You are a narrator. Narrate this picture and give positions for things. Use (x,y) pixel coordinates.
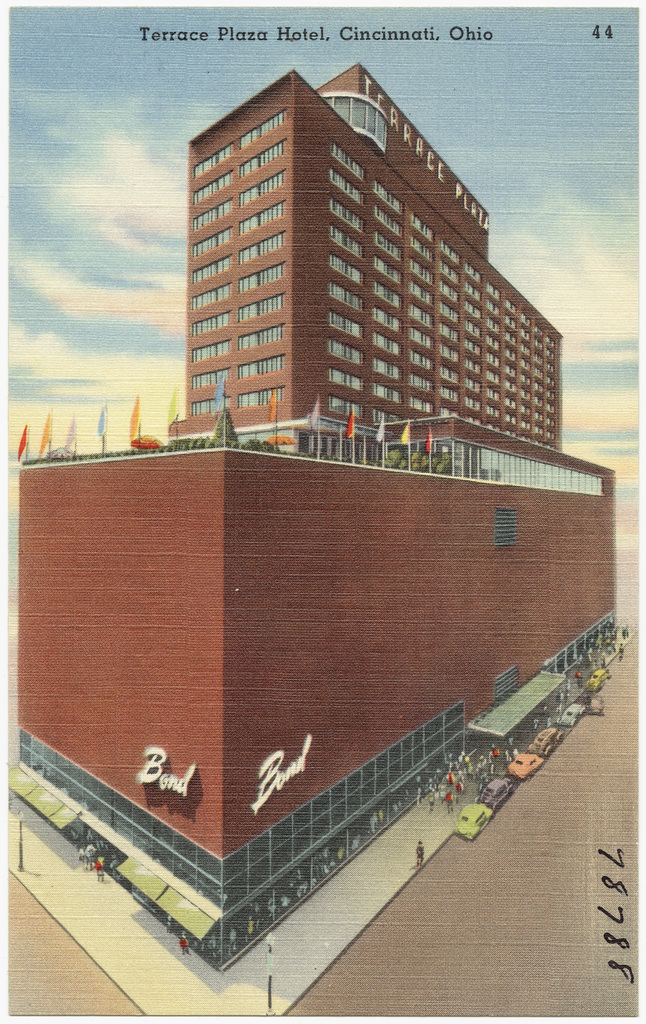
In this image we can see a building (416,694), there are few people (451,783) and vehicles (468,815) on the ground (466,780), we can see some windows (427,756), flags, poles (430,466), trees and plants (425,459), in the background (137,338) we can see the sky (485,197).
